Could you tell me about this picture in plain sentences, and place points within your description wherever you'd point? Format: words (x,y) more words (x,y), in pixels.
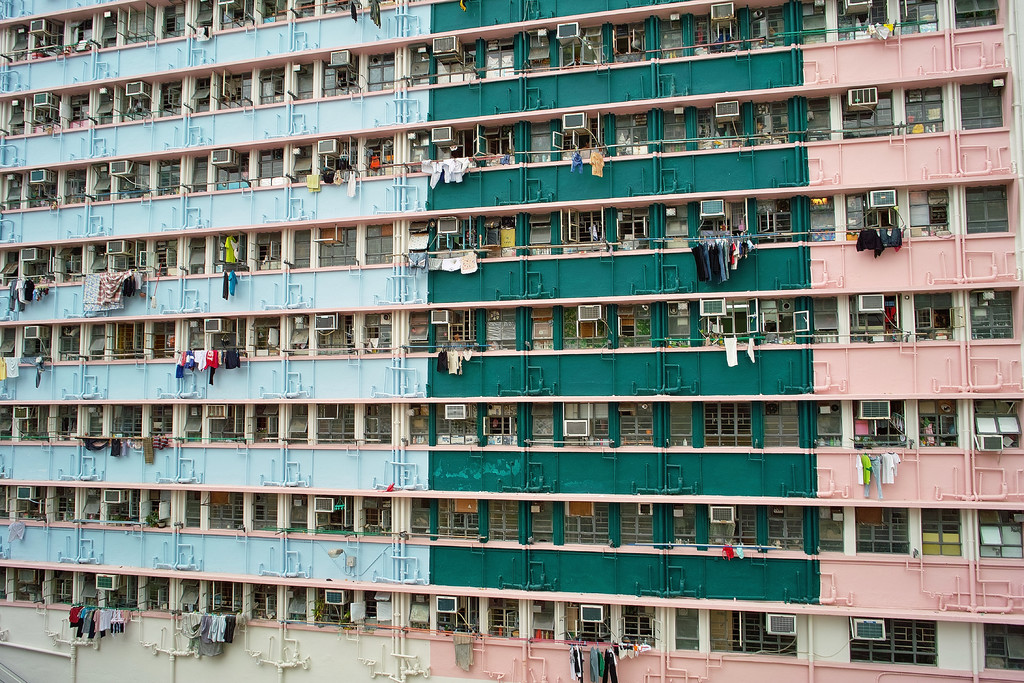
In this image I can see the building (111,428) and the building (661,391) is in green, pink and blue color and I can also see few clothes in multi color and I can also see few pipes (161,565) and pillars (616,530).
